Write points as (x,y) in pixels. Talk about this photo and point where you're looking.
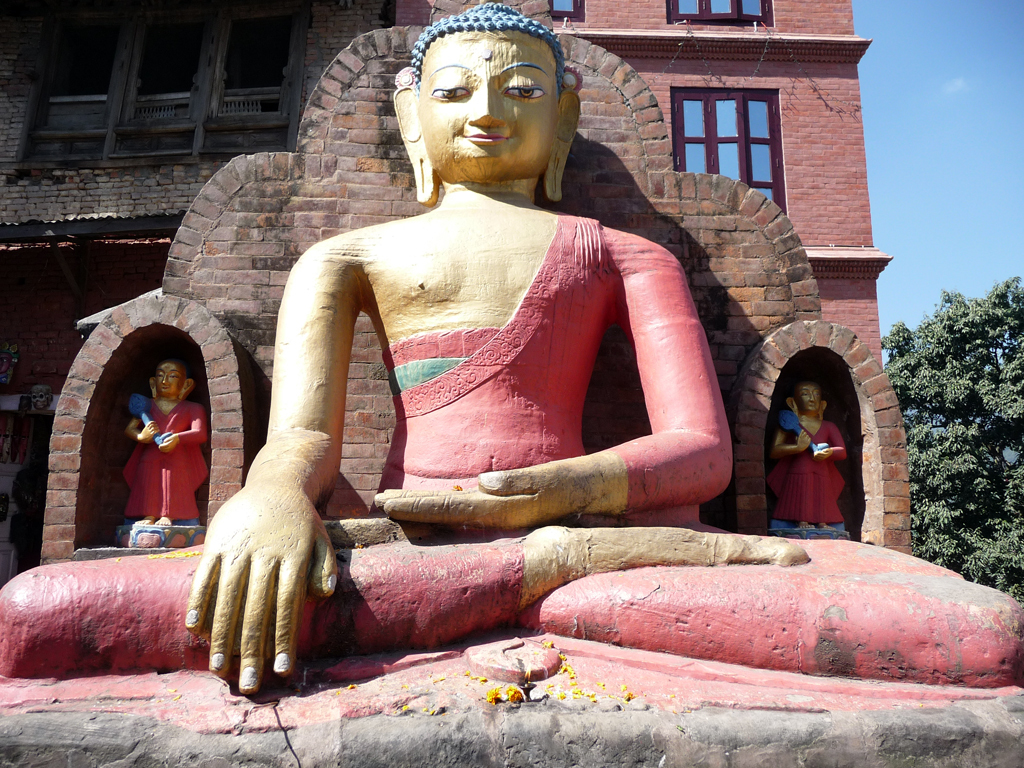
In this picture, we see the idol of the Buddha (472,417). Behind that, we see a wall (234,216) which is made up of the bricks (677,221). In the background (220,153), we see the buildings (221,118) in grey and brown color. On the right side (891,340), there are trees (980,435). In the right top (936,62), we see the sky (964,155). It is a sunny day.
